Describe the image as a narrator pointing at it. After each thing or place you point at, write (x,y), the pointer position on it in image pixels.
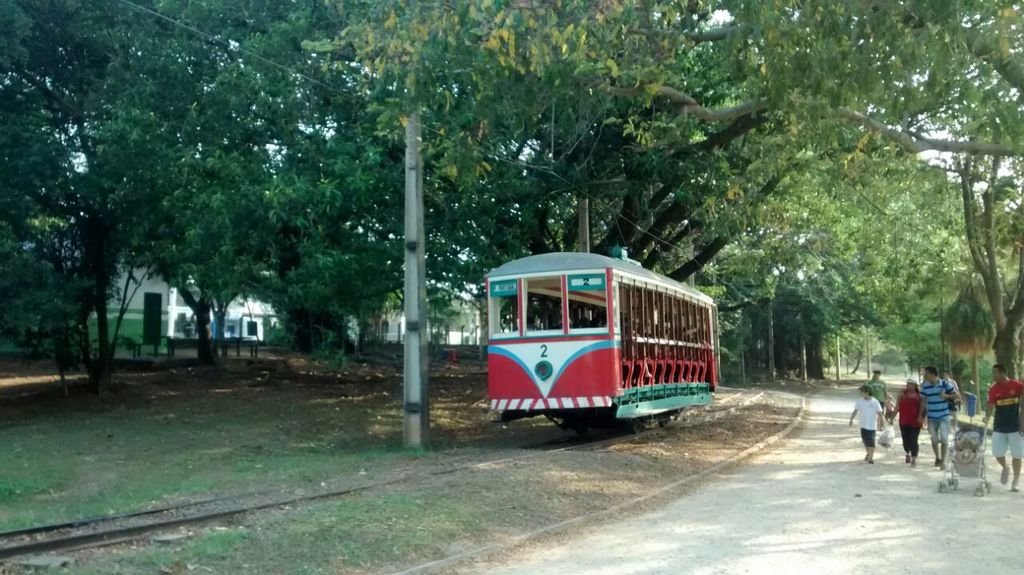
In this picture we can see a train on a railway track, beside this train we can see people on the ground (792,478), here we can see a stroller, electric poles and some objects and in the background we can see buildings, trees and some objects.
